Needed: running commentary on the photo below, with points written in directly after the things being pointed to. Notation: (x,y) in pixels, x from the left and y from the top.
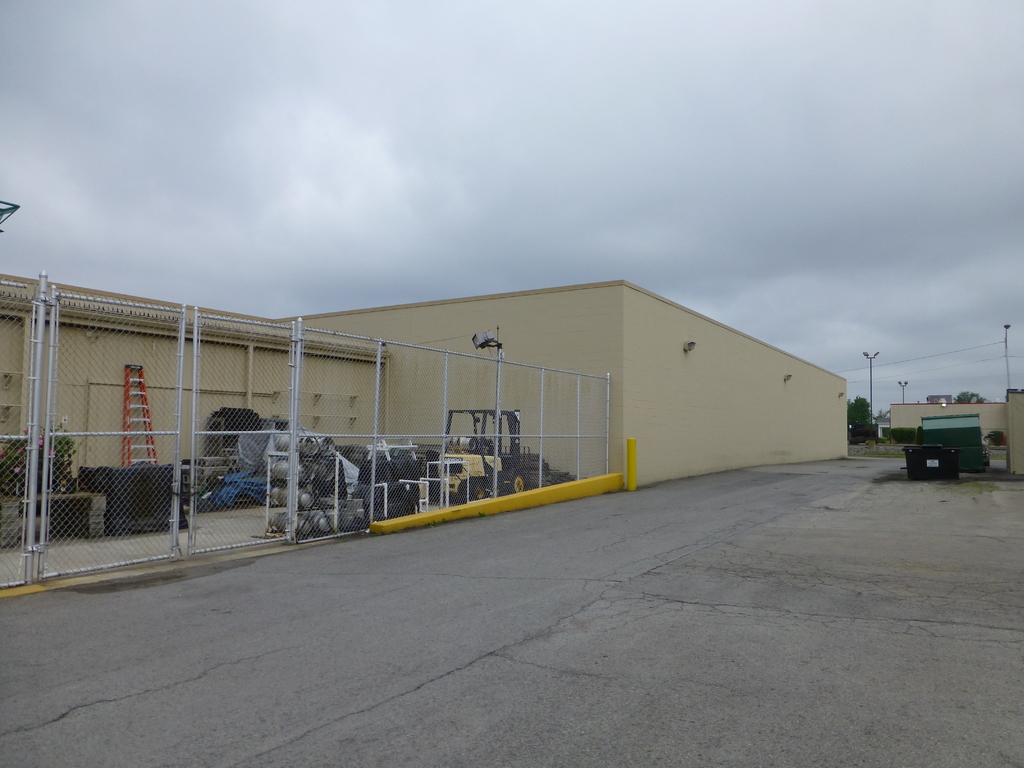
In this image we can see a building (639,462) with a fence (275,470). We can also see a ladder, boxes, a plant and a vehicle (478,450) inside the fence (431,414). On the bottom of the image (559,563) we can see the road (453,693). On the backside (682,206) we can see some street poles (871,398) with wires (957,365), trees (867,418) and the sky (886,371) which looks cloudy.
